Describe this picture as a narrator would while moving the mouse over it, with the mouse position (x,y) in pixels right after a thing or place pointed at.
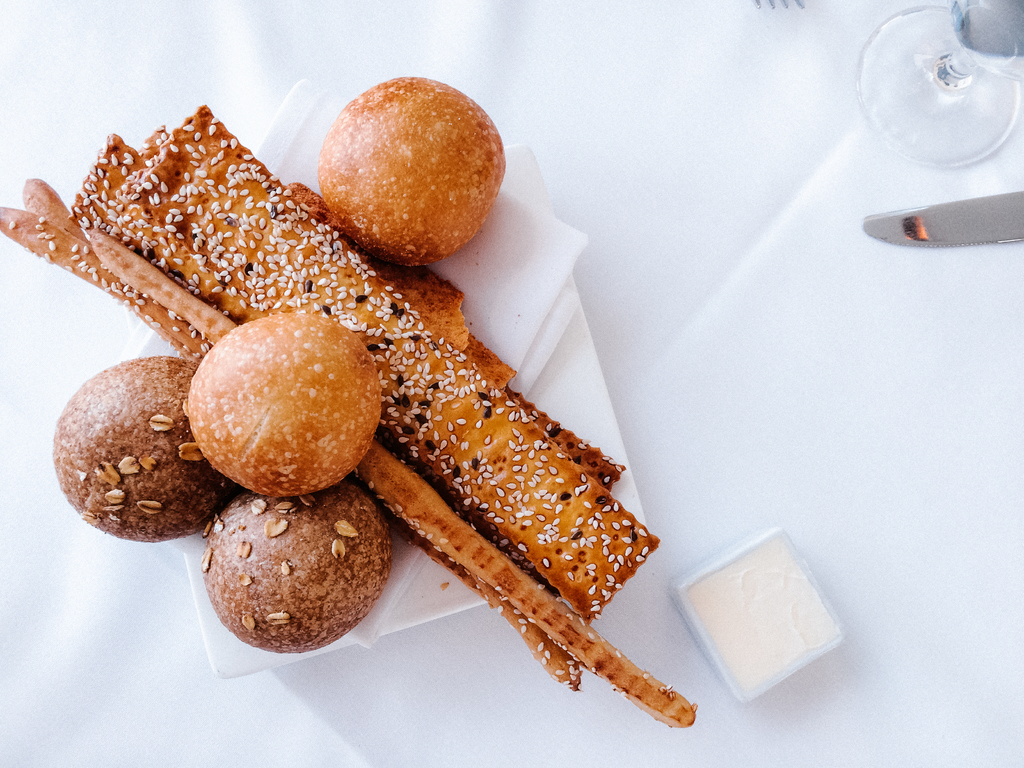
In this image, I can see a knife (909,231), glass (917,152), an object (729,672) and food items (462,323) in a plate (573,376), which are on the white surface (623,288).
